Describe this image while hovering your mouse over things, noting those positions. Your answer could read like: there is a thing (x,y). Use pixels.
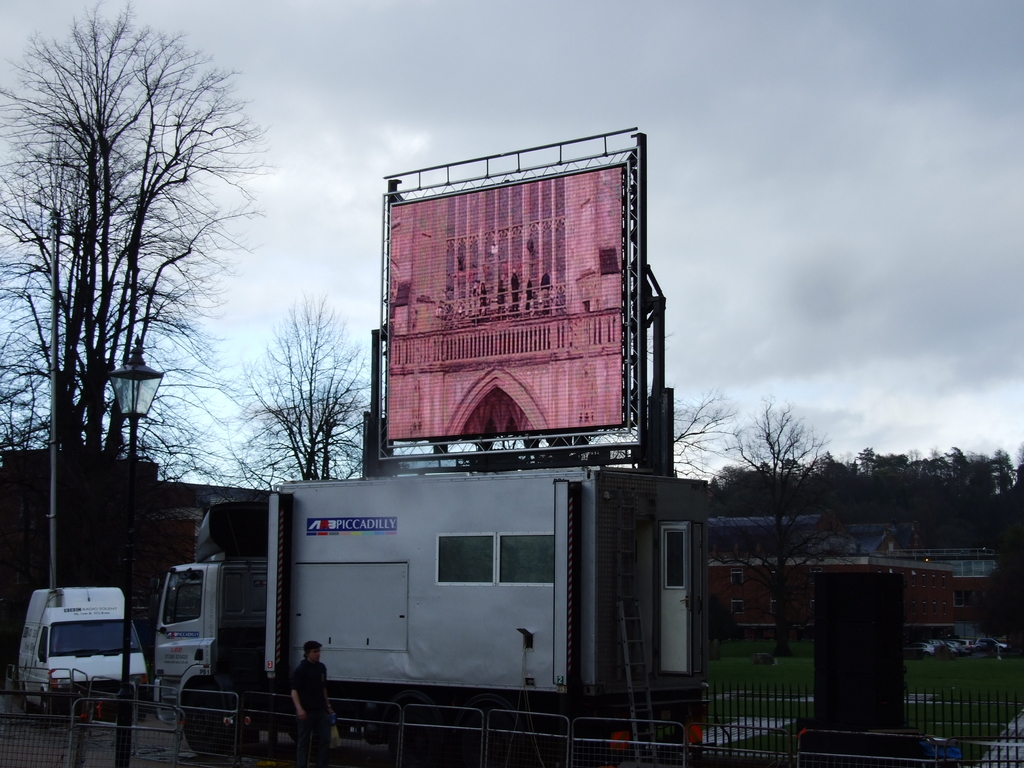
In this picture we can see a man (313,654) holding a plastic cover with his hand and standing, vehicles (529,536) on the road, fences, speaker (886,603), ladder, hoarding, trees (806,537), poles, lamp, buildings (800,618) and in the background (256,427) we can see the sky (561,95) with clouds (676,187).
